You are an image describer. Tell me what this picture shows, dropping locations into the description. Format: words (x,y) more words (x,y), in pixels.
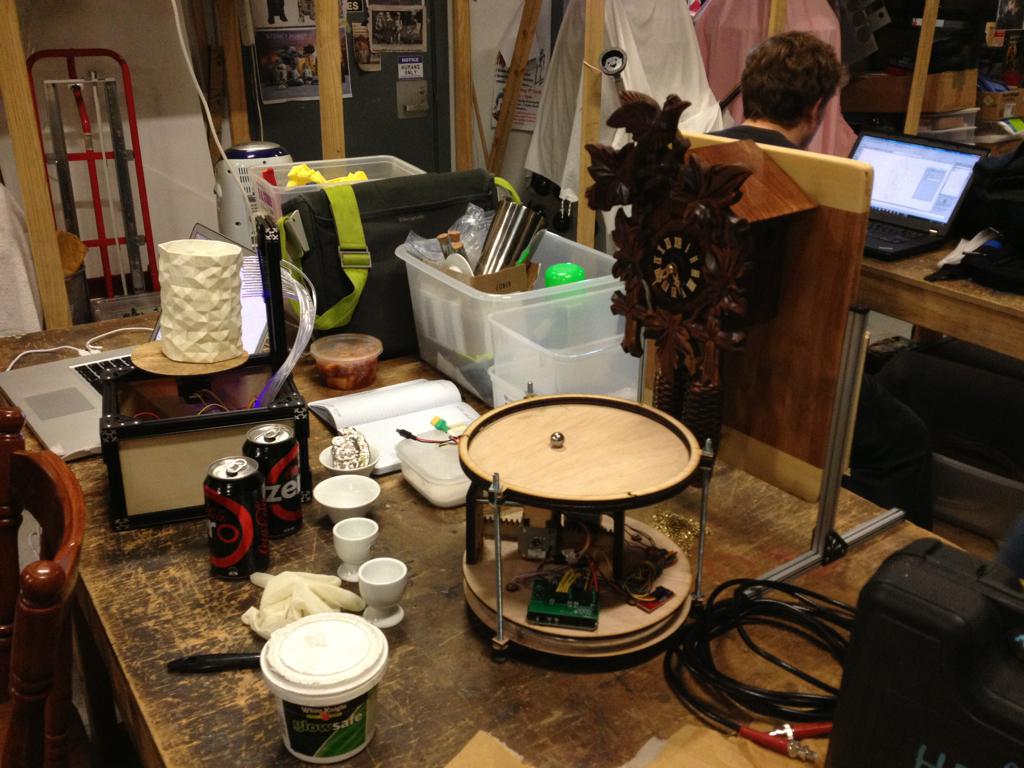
In the image we can see a person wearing clothes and the person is sitting on the chair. In front of the person (944,367) there is a table (938,316), on the table (921,311), we can see a laptop (943,198) and other objects (985,266). Here we can see a wooden surface (525,691), on it we can see a bucket (359,675), bowls (352,487), cans (264,506), cable wires (695,660), box (440,462), a book (368,432), plastic container (534,340), bag (376,240), white object (196,316) and other things (154,455). Here we can see a stand (125,240), posters (412,47) and wooden poles (24,189).
